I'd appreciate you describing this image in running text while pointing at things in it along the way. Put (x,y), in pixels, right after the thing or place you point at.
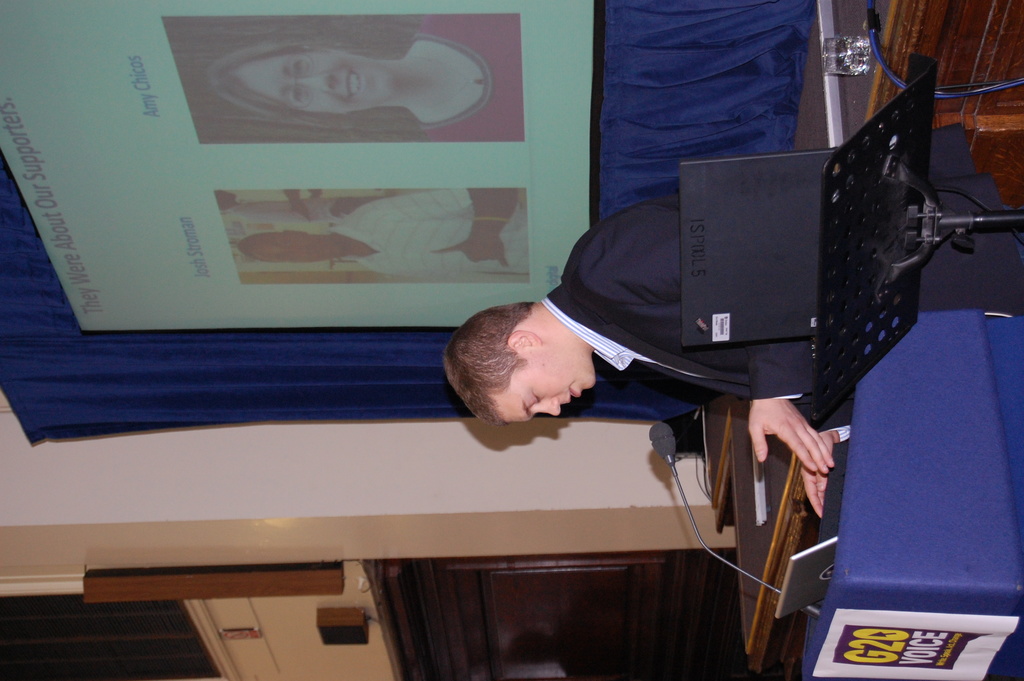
In this image I see a man (697,363) over here who is wearing suit (676,315) and I see that he is standing in front of a podium (869,543) and I see the mic (679,477) over here and in the background (784,86) I see the blue curtain (634,412) and I see the projector screen (243,179) over here on which there is something written and I see 2 pictures (475,134) of persons (306,62) and I see the glass (848,60) over here and I see something is written over here too.
